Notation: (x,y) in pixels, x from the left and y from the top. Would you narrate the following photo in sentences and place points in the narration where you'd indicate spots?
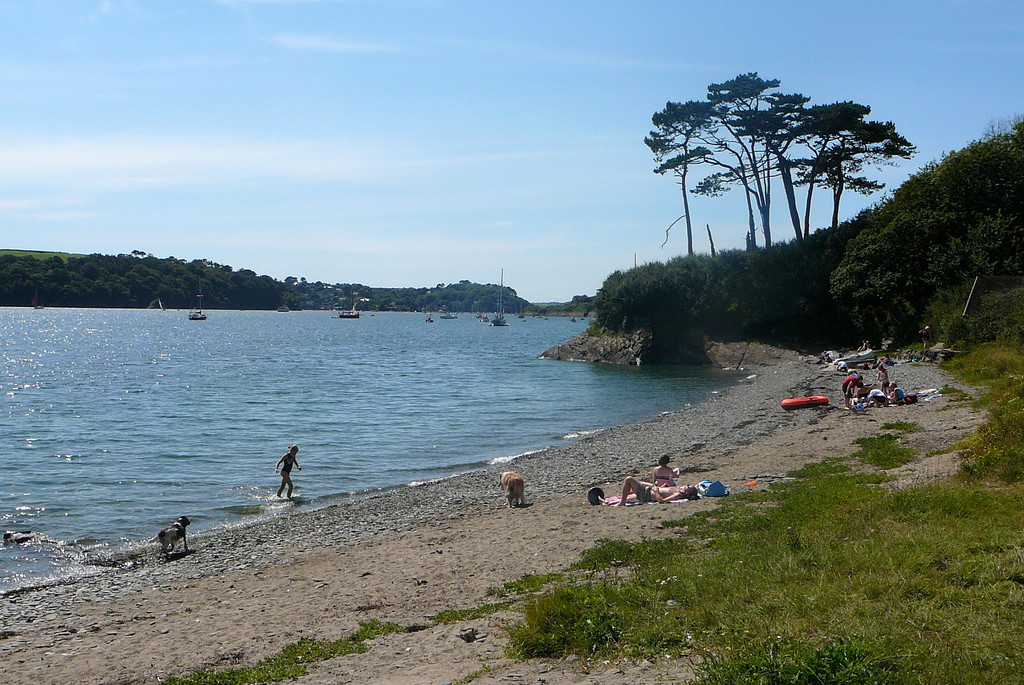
In the image there is a beach (211,571) on the left side (281,560) and on right side (689,489) people (631,494) are lying on the land (641,435) and standing, there are trees (689,243) on the grassland (1001,457), in the back (396,325) there are ships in the ocean (105,317) and above its sky (432,125) with clouds (127,187).
